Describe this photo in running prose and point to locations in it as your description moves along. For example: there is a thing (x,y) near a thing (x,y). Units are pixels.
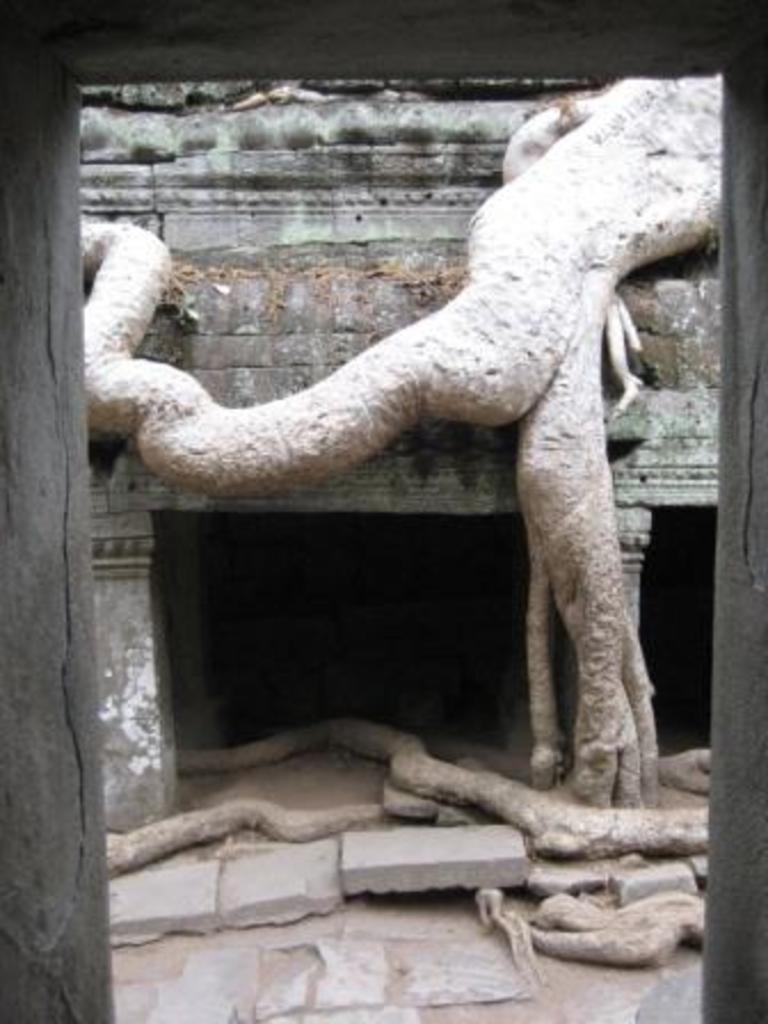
In this image we can see a root (565,555) of a tree (349,375) and a building (298,230).
